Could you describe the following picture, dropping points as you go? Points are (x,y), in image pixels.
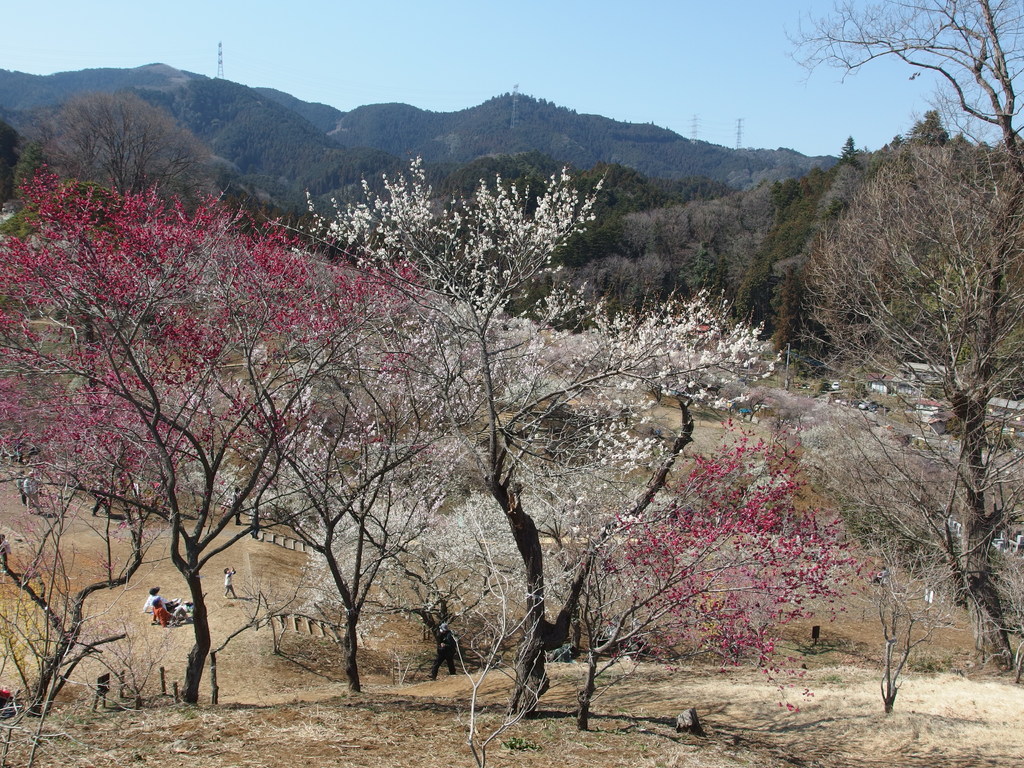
In this image there are trees (540,541) on a land (259,680), on that land (230,653) there are people (181,604) lying and few are standing, in the background (217,149) there are mountains (603,131), towers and the sky (252,71).
